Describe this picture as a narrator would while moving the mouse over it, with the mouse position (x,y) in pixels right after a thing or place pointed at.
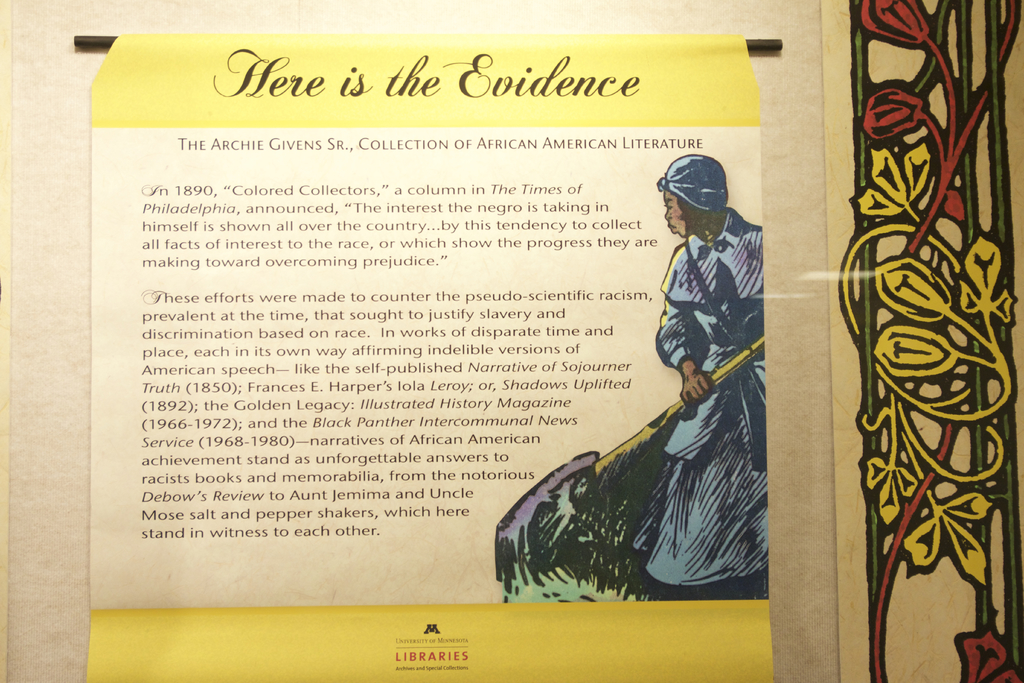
In this image there is a wall (650,16). There is a banner (589,122) on the wall (783,412). There is text (327,241) on the banner (307,275). To the right of the banner (707,360) there is picture (699,410) of a person (709,424). To the right (868,363) there is painting (903,439) on the wall (828,598).
